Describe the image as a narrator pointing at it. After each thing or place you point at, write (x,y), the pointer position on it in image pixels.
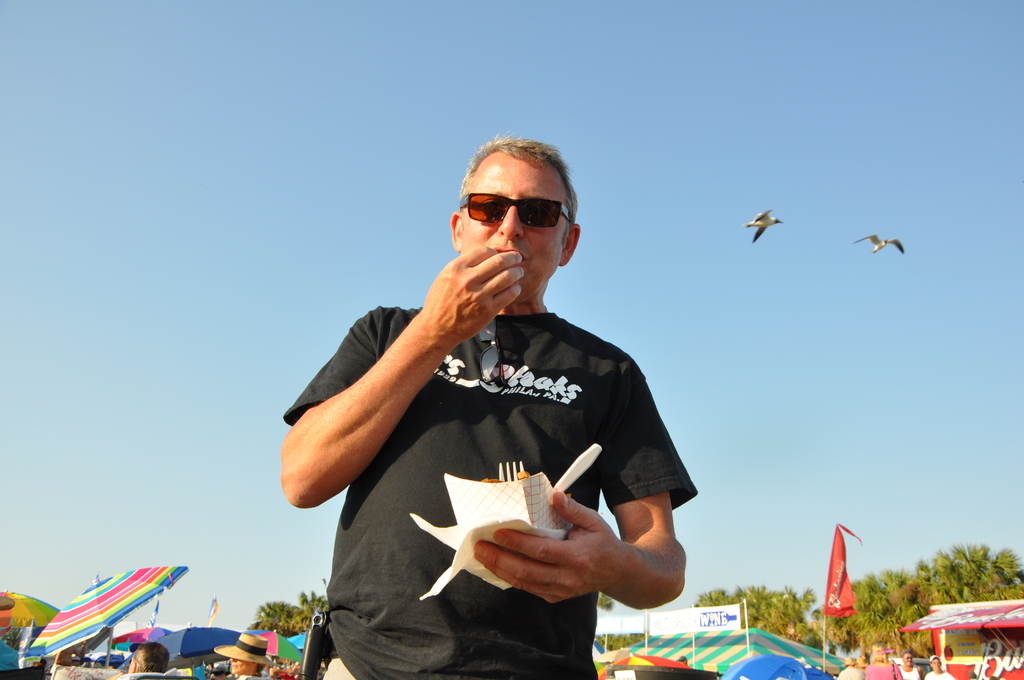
In this image there is the sky (336,117), there are two birds (769,221) flying in the sky (802,213), there are trees (806,604) truncated towards the right of the image (949,567), there is a flag (833,608), there are umbrellas (231,637), there is a tent (723,646), there is an object (959,631) truncated towards the right of the image (993,645), there is a person (145,669) truncated towards the bottom of the image (908,661), there is a person (491,306) standing and holding an object (524,516), there is an umbrella (22,610) truncated towards the left of the image (45,619).
